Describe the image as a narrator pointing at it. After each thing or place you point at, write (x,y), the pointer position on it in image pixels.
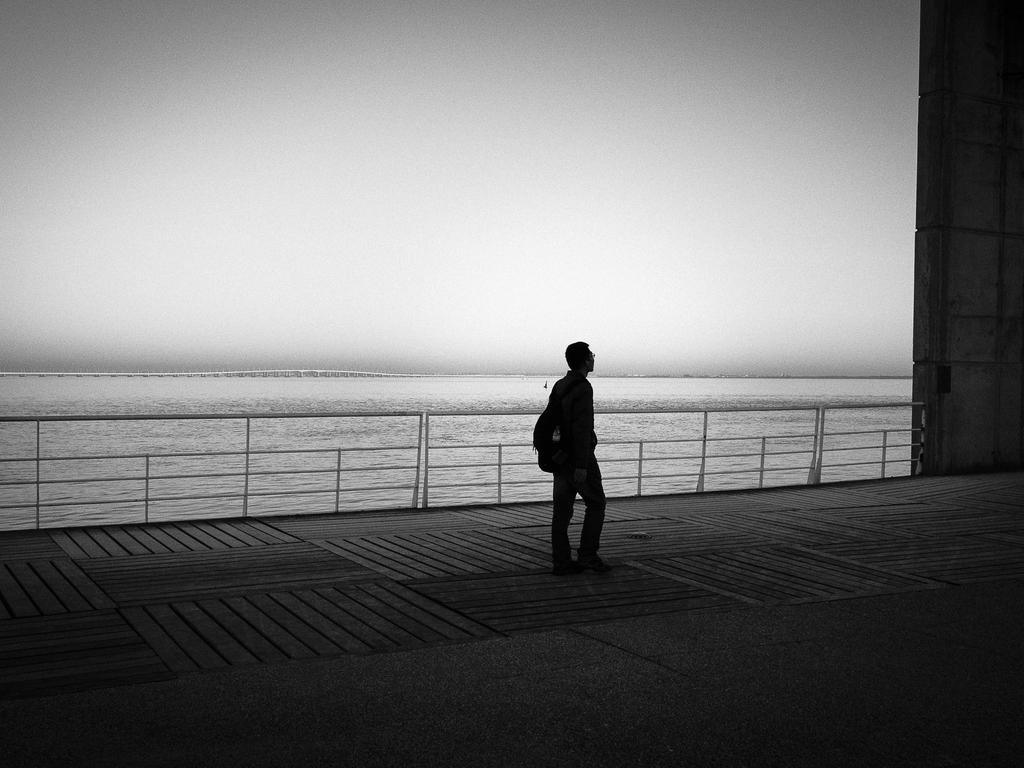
It is a black and white image. In this image, we can see a person (565,487) is wearing a backpack (550,444) and walking on the surface (525,722). On the right side (1016,370), we can see wall (984,392) and some object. Here there is a railing (204,415). Background (209,399) we can see water (457,378) and sky (439,254).
